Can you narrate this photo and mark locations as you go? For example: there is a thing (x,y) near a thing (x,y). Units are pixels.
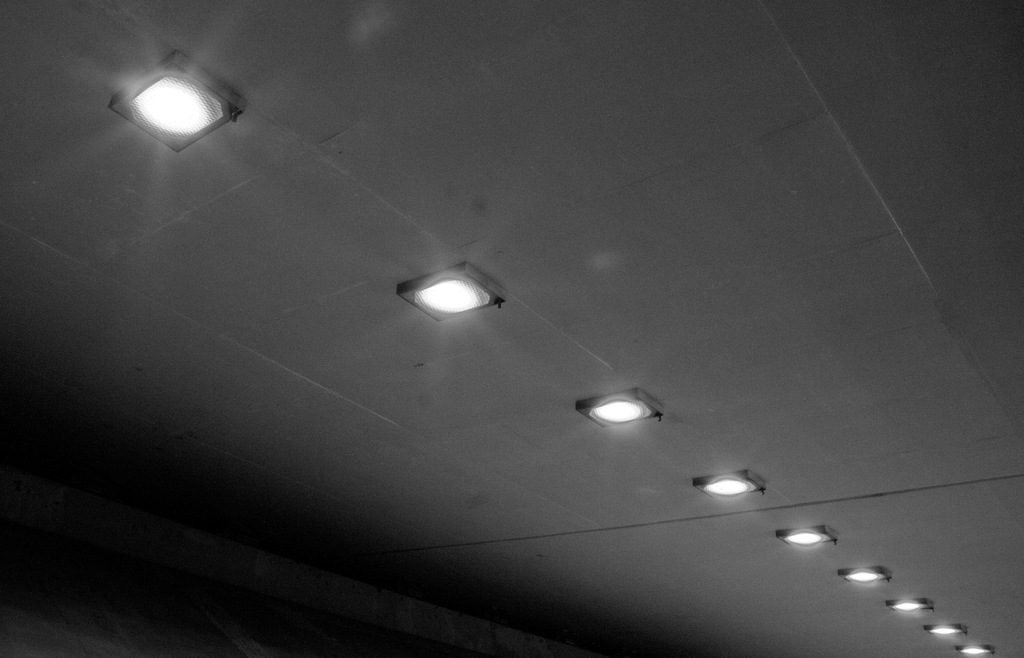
In this image we can see the inner view of a building (683,191) and it looks like a ceiling (588,566) with lights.
